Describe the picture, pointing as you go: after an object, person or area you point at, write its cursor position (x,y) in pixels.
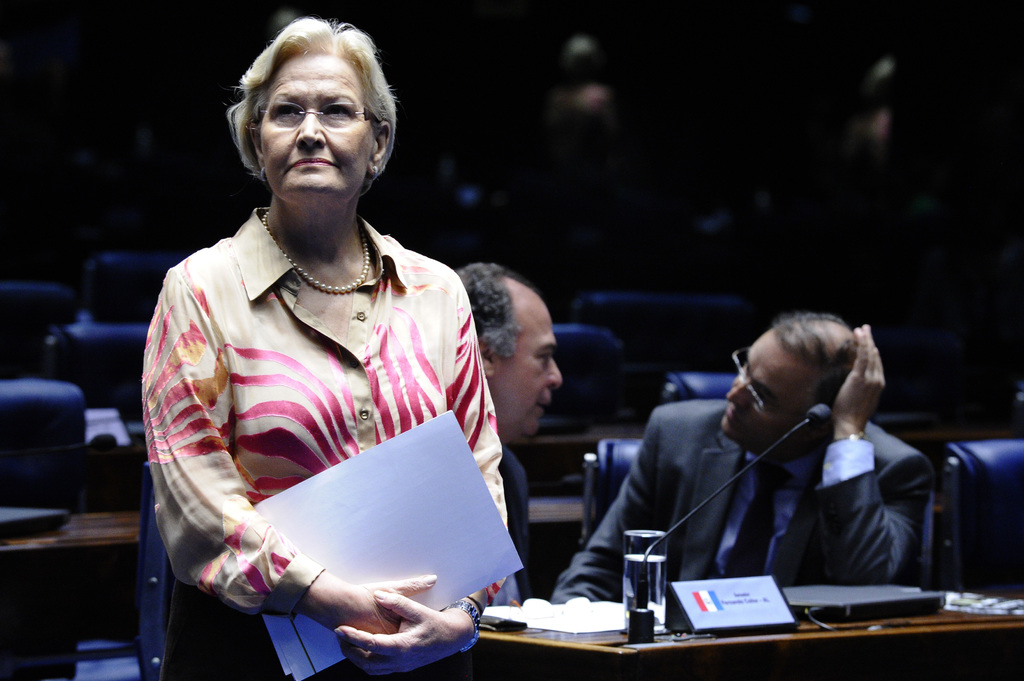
In the middle of the image (391,295) a woman (369,225) is standing and holding some papers (345,534). Behind her there is a table (1006,632), on the table (916,628) there is a microphone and glass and papers (1005,607). Behind the table (897,621) few people (895,519) are sitting on chairs (914,365).
